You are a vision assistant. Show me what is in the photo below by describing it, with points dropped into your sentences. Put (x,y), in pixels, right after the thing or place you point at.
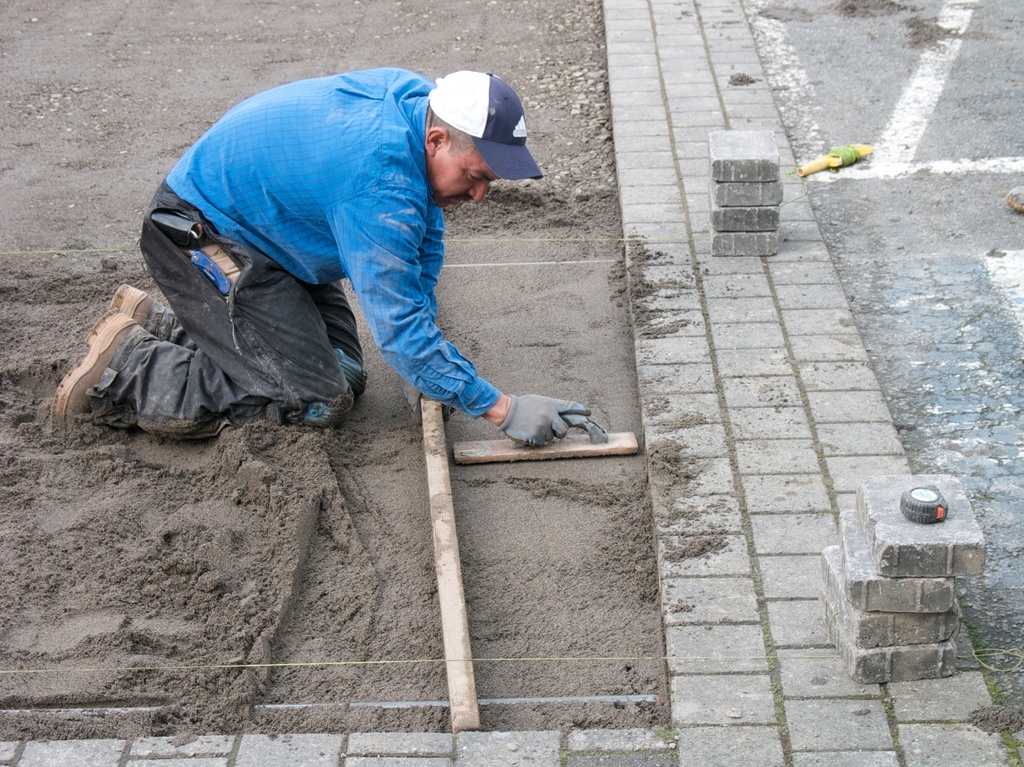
In this image we can see a person (380,147) holding the object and doing the concrete (486,287).
